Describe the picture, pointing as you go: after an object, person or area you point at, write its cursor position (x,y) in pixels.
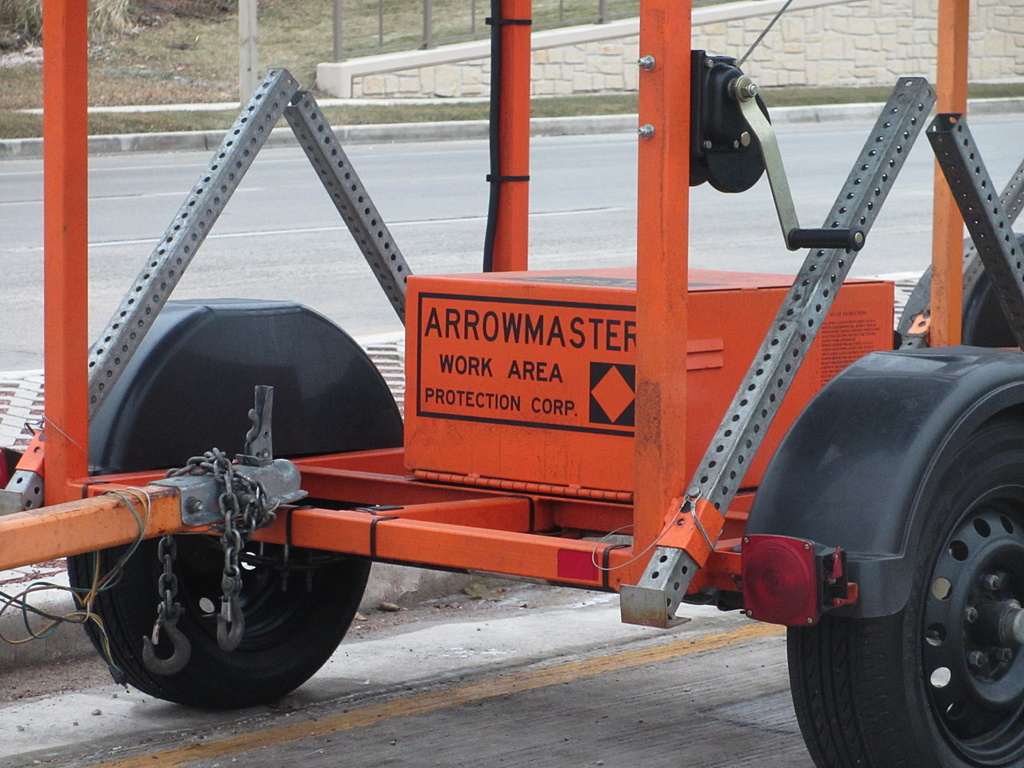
In this image there is a vehicle (412,469) on the road (603,701). In the background (249,10) there are poles (253,22), wall (386,72) and grass (330,114).
